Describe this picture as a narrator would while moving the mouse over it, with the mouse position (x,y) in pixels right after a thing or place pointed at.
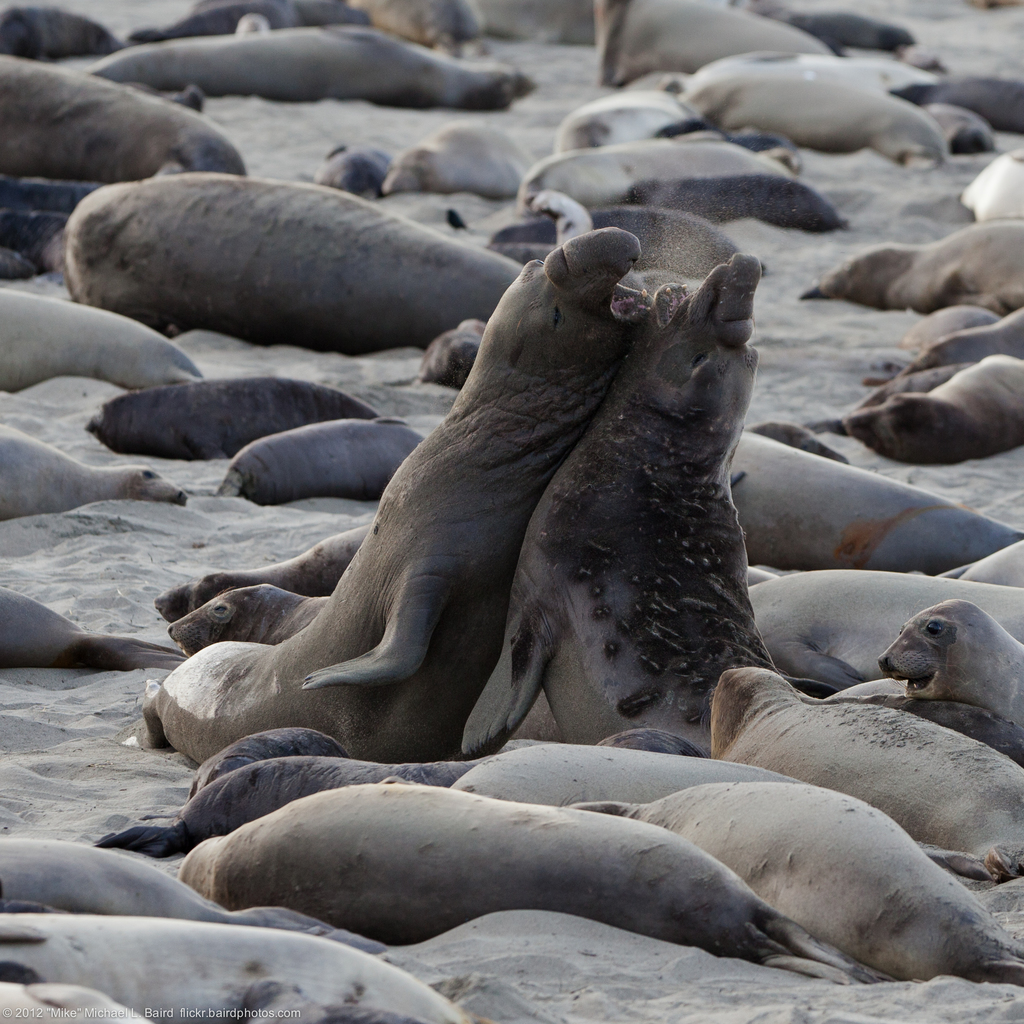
In this image there is sand (136,789). There are many seals (99,270) sleeping. Two seals (598,399) are fighting.
